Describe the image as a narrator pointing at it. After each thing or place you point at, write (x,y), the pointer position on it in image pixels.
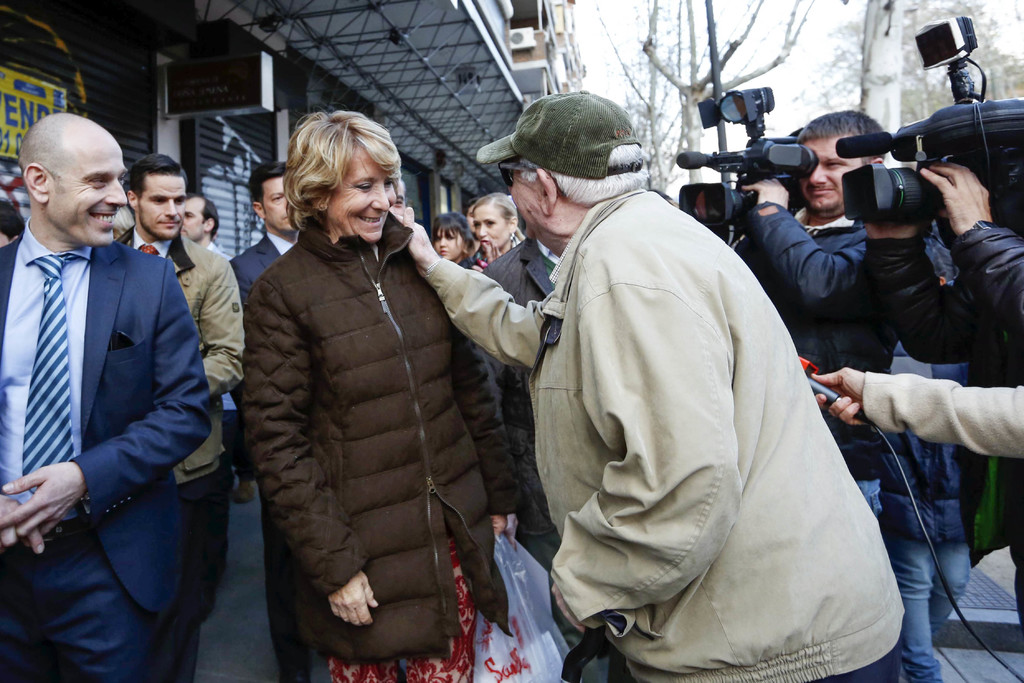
In this picture there are people (574,339), among them two persons (820,221) holding cameras (992,180). We can see building (576,49), board (192,78) and trees (657,62). In the background of the image (784,65) we can see the sky (599,45).
